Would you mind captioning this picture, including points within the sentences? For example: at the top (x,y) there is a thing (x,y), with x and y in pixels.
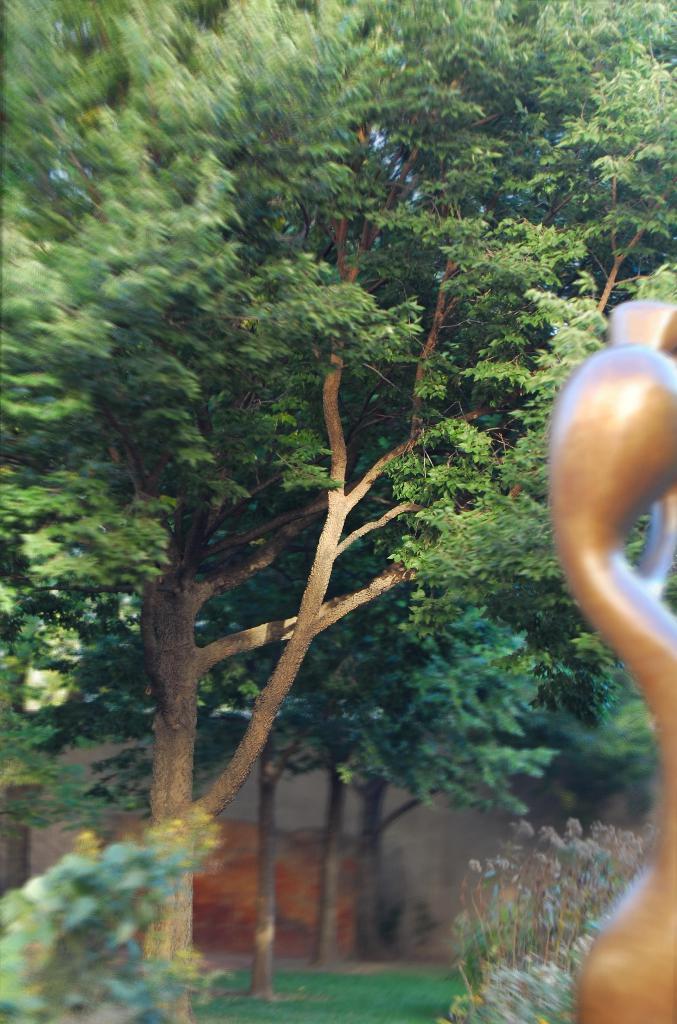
In this image we can see a group of trees (286,745) and plants (463,903). On the right side (674,939), we can see an object (669,930). At the bottom (396,988) we can see the grass (389,980). In the background (307,876), we can see a wall (280,941).
